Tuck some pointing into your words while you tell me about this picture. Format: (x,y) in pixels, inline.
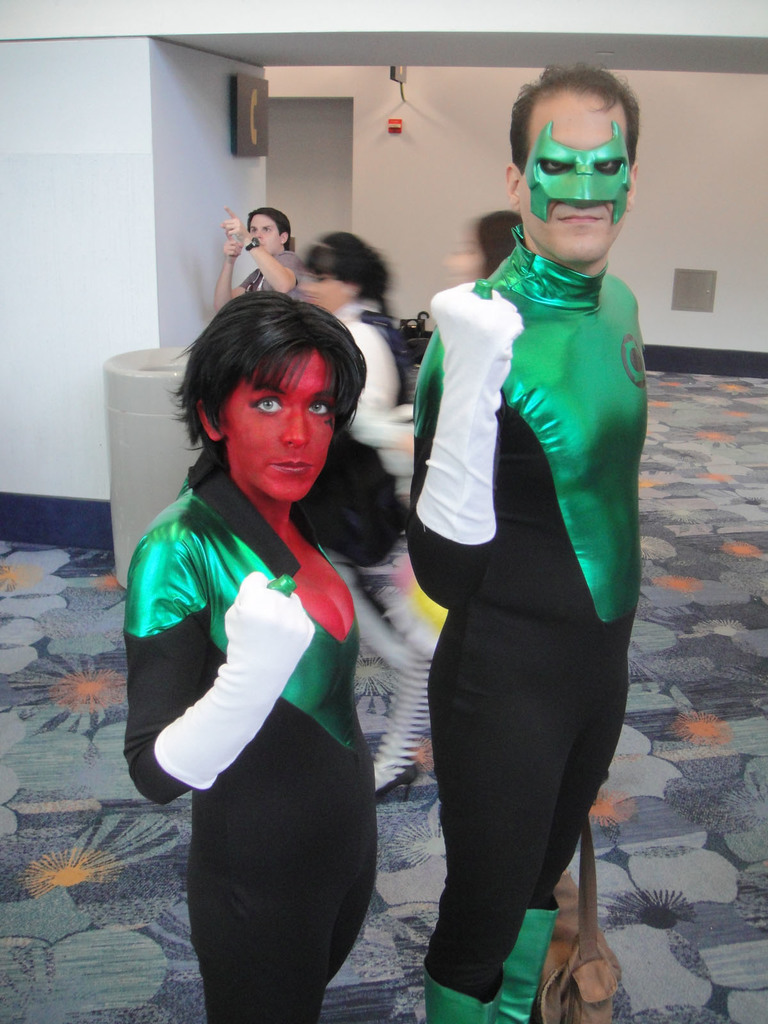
In this picture I can see two persons (162,592) in the middle (512,638), they are wearing the costumes (451,566), in the background (342,179) few persons (378,358) are walking and there are walls (504,163), on the left side (239,80) there is a board (258,149).
